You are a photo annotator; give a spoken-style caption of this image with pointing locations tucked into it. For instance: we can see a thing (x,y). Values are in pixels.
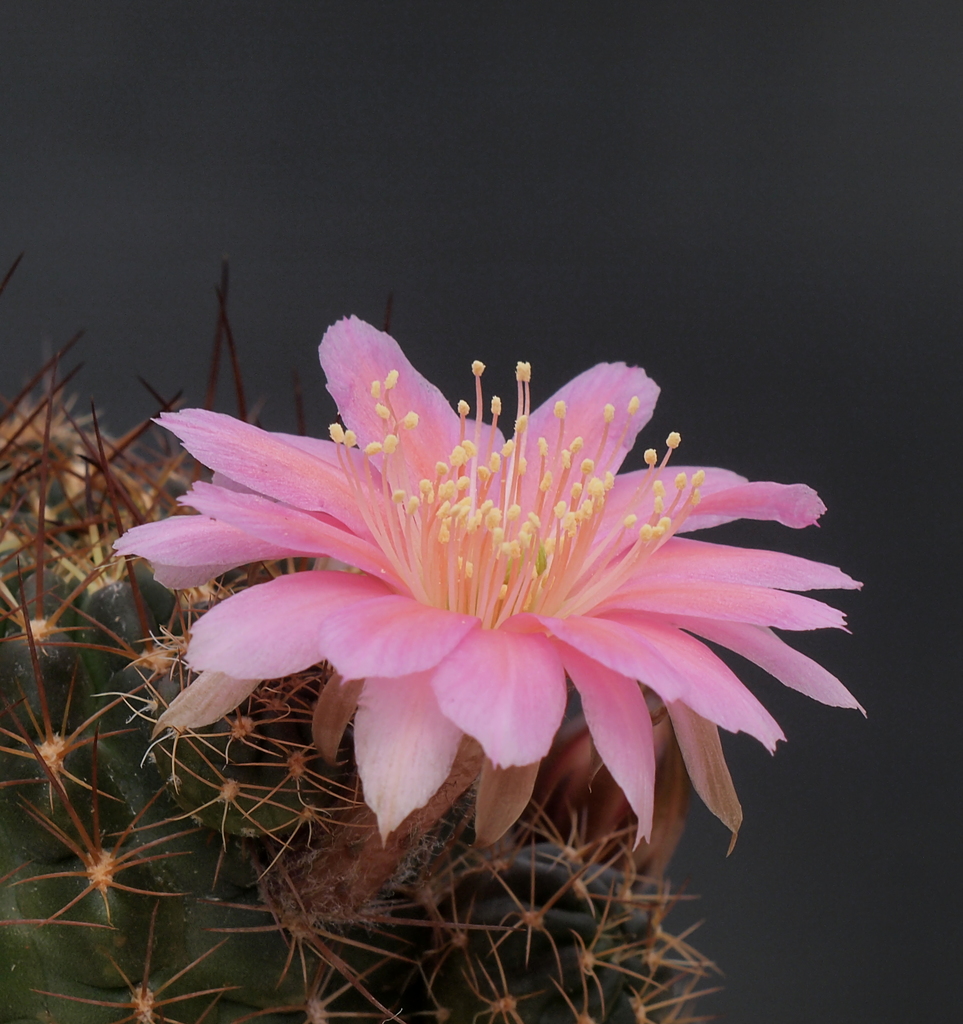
In this image we can see pink color flower (512,596). Left bottom of the image (157,798) some green color stem like thing (186,927) is there.
